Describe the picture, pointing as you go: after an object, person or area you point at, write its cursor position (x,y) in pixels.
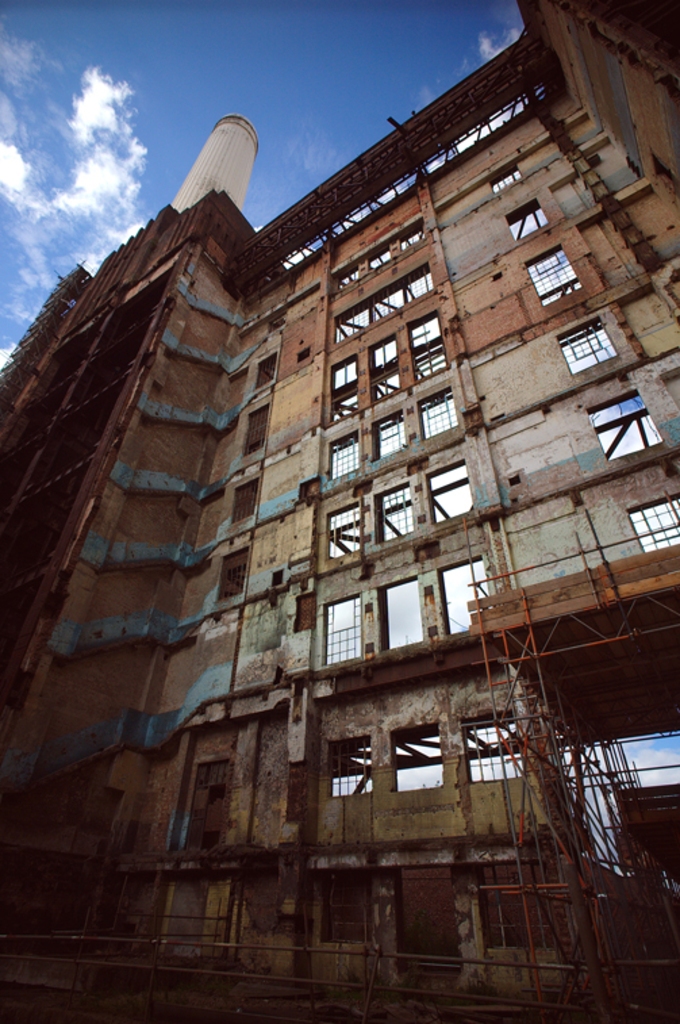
In this image I see the building (374,165) and I see the rods (527,765) over here and I see the white color tower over here and I see the sky (341,122) which is of white and blue in color.
